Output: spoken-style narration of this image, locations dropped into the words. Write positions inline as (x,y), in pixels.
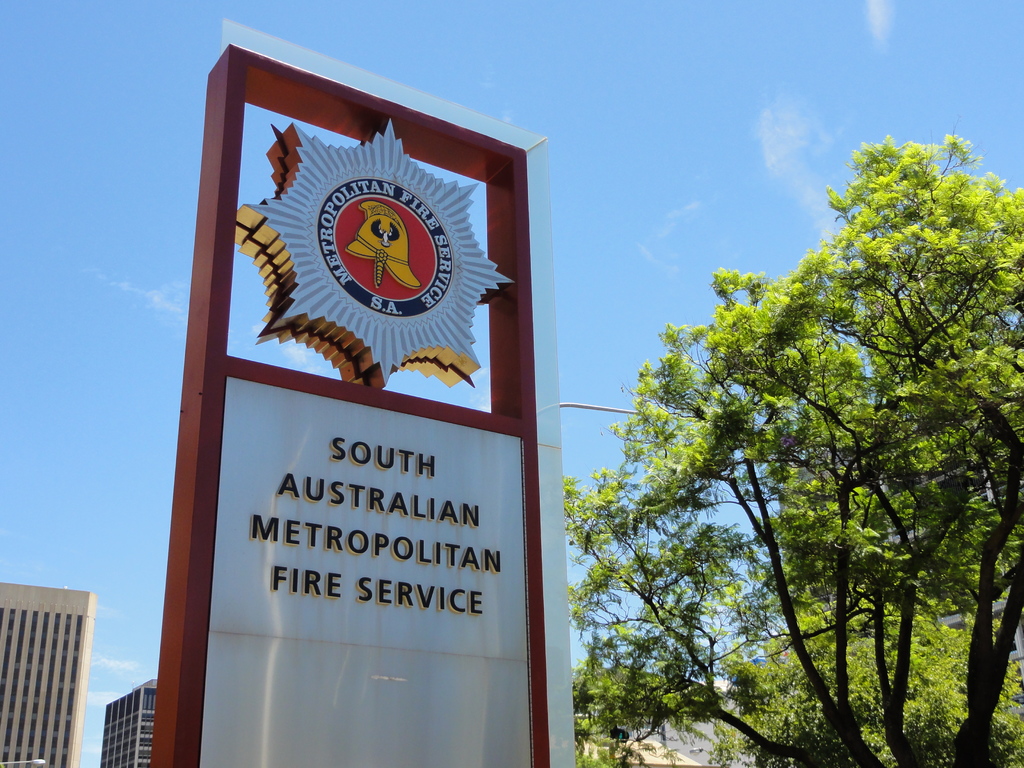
In the picture there is an entrance board (359,361) of a fire service office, behind the board (410,682) there are two buildings (77,703) and on the right (757,597) there are few trees (854,645).
